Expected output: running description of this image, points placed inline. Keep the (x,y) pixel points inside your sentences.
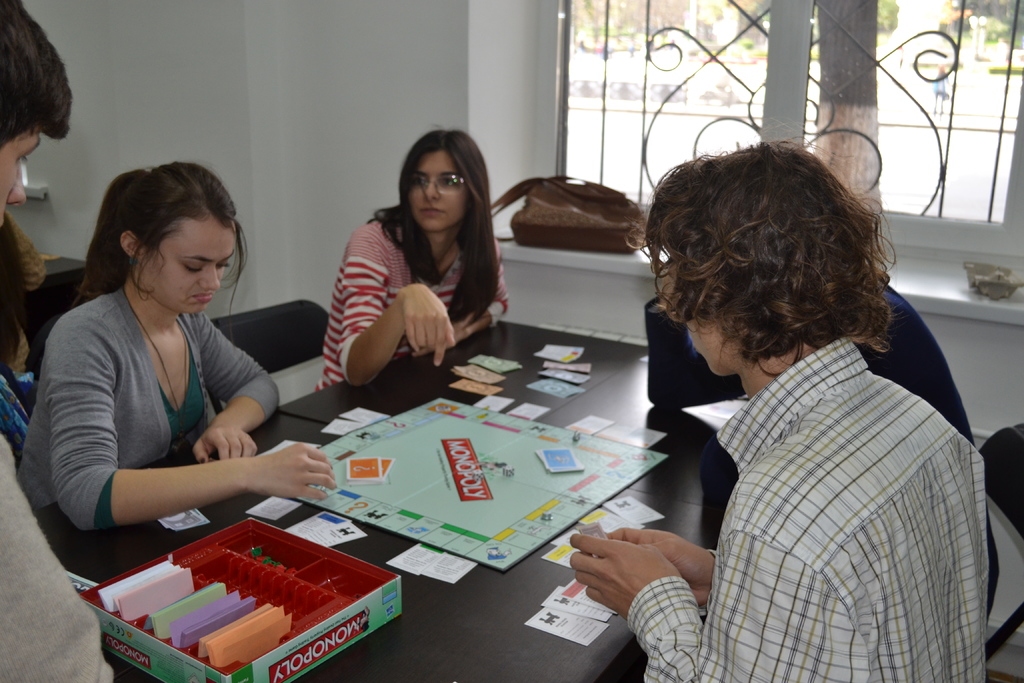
In this image, There is a table (667,433) which is in black color, on that table (520,344) there is a game board (592,493) in green color, There are some people (806,501) sitting on the chairs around the table (595,360) and in the background (281,193) there is a wall (336,85) which is in white color and there is a window (753,91) which is in white color.
